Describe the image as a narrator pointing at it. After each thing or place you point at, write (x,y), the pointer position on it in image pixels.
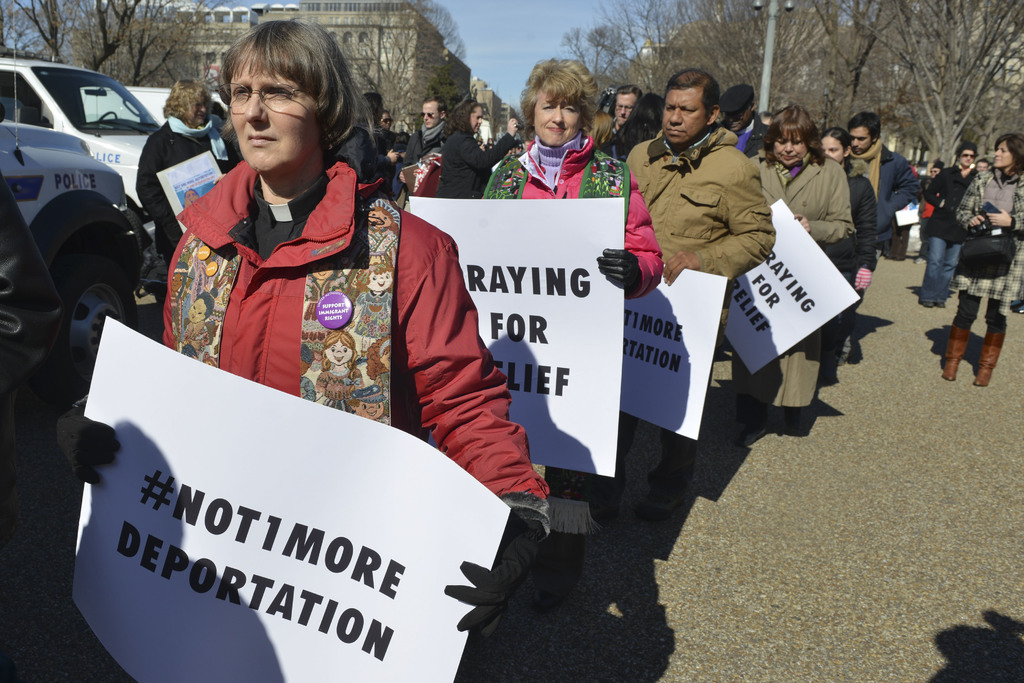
In this image in the front (319,217) there is a woman (344,321) standing and holding a paper (256,511) with some text (272,529) written on it. In the center (563,284) there are persons (754,202) standing and holding papers (589,290) with some text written on it. In the background (410,98) there are buildings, trees (858,80) and there is a pole (772,41). On the left side (75,161) there are vehicles (68,166).
